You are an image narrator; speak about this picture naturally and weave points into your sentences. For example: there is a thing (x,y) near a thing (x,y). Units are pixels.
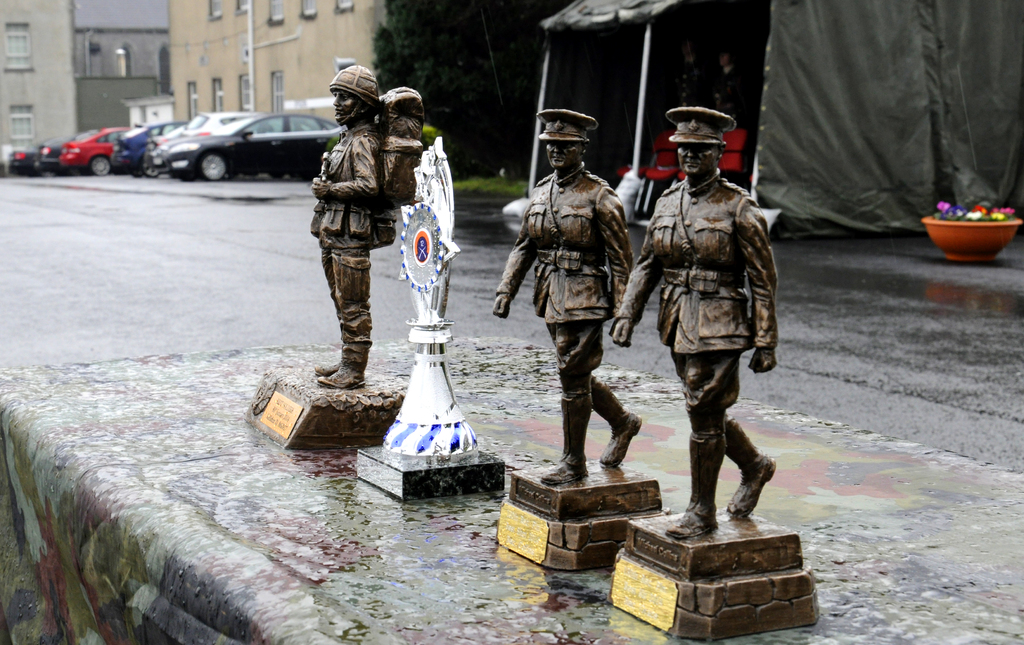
This image consists of sculptures (394,165) which are kept on the table (553,400). In the middle (447,324), there is an award (419,472). To the left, there are many cars (223,140) parked. And there are buildings (207,52) with windows (9,52). To the right (770,108), there is a tent (816,116). At the bottom (891,441), there is a table (890,462).
